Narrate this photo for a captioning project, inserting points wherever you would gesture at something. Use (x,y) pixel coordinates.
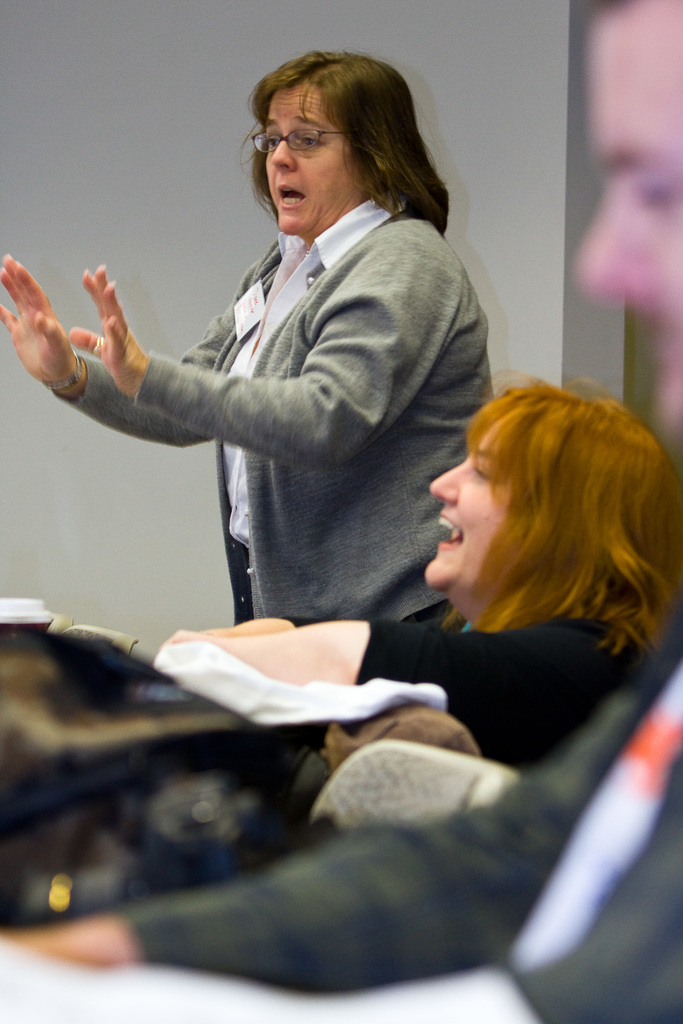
In this image there a man (583,780) and woman (506,614) is sitting on chairs (502,773), in the background (400,413) a woman (421,458) is standing, beside her there is a wall (358,12).
